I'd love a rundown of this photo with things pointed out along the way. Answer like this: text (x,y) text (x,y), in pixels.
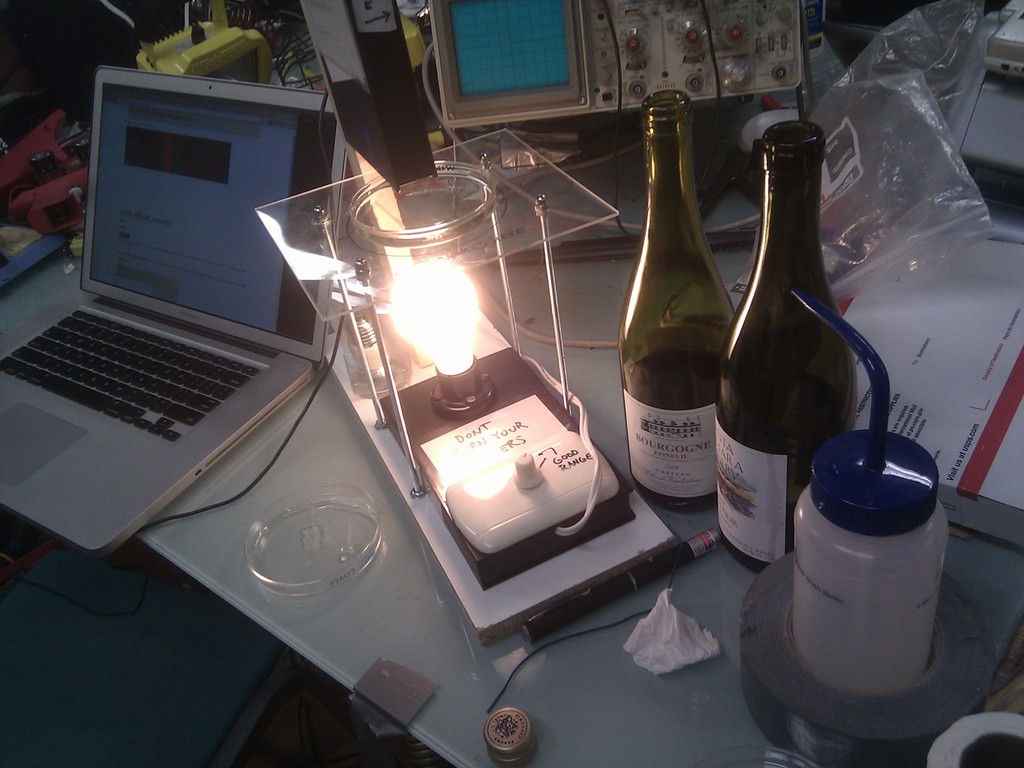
In this picture we can see table (623,186) and on table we have laptop (199,168), machine (441,65), plastic cover (879,119), two bottles (685,172), bowl (280,573), pen (598,605), tape (789,664), bulb (447,353), glass flask (436,229).
